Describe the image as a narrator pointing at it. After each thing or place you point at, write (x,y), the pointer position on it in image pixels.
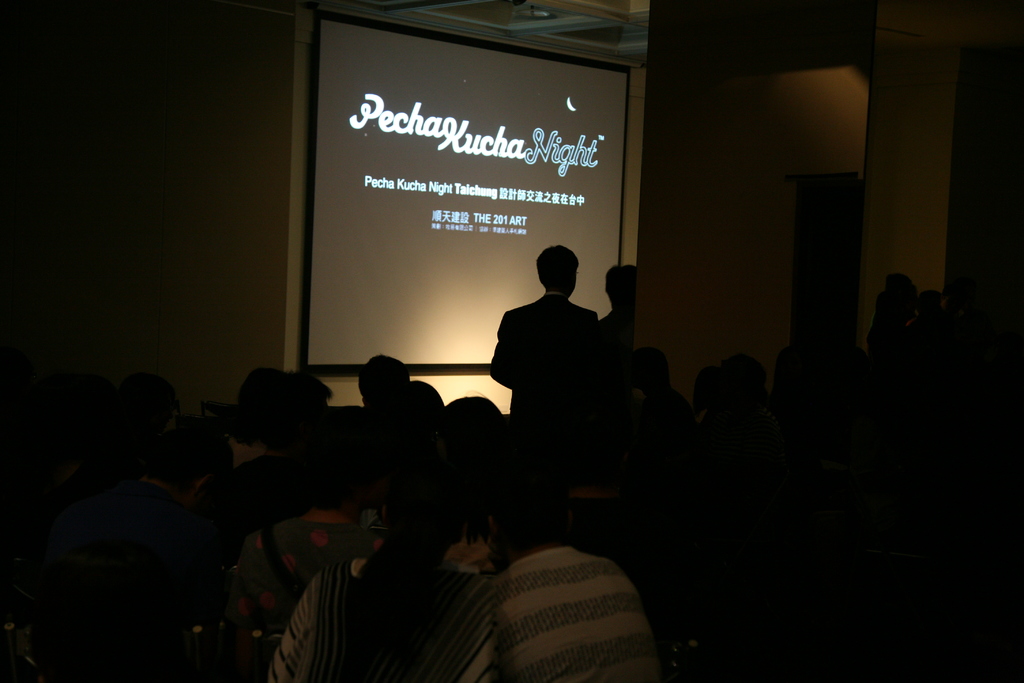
In this image I can see a group of people (517,536). I can see some text (505,195) projected on the wall (453,124).
